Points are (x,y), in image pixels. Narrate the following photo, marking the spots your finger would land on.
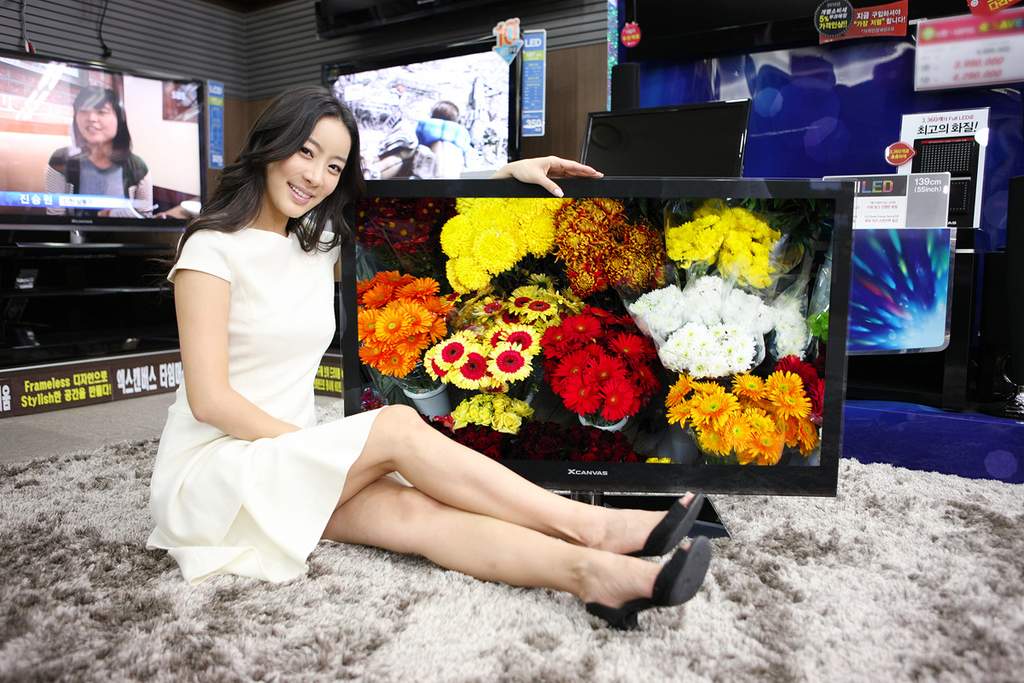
In the picture we can see a woman (198,532) sitting on the floor (982,493) and she is holding a television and she is wearing a white dress (213,527) and smiling, on the screen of the television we can see different kinds of flowers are shown and in the background (67,94) we can see a wall (949,93) with televisions (80,90) to the wall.
